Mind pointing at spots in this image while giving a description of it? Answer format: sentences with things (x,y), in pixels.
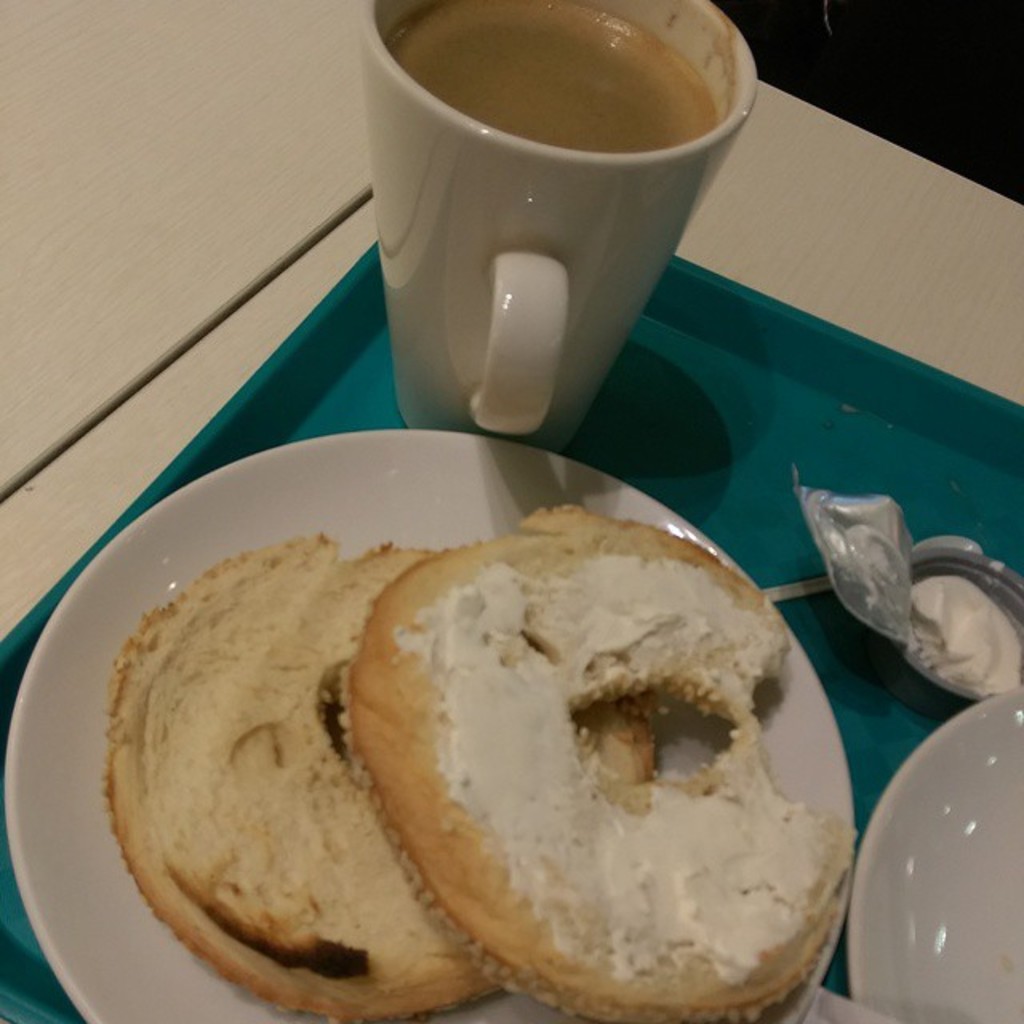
This image is taken indoors. In this image there is a table (117,258) with a tray (810,325) on it and on the tray (765,350) there is a cup (556,212) with coffee (537,131), a spoon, a plate (891,966) and another plate (155,520) with a food item (468,796).
